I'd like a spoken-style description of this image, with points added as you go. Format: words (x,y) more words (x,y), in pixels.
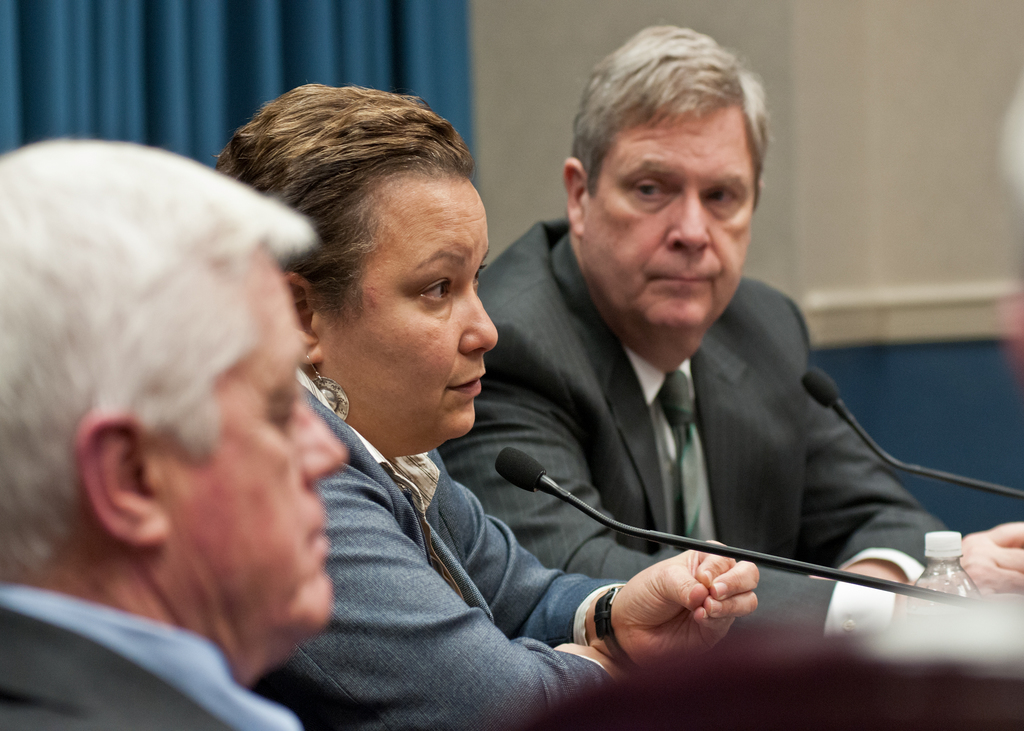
In the center of the image (668,266) there are three people (54,720). In the background of the image (636,24) there is a wall (552,32).
